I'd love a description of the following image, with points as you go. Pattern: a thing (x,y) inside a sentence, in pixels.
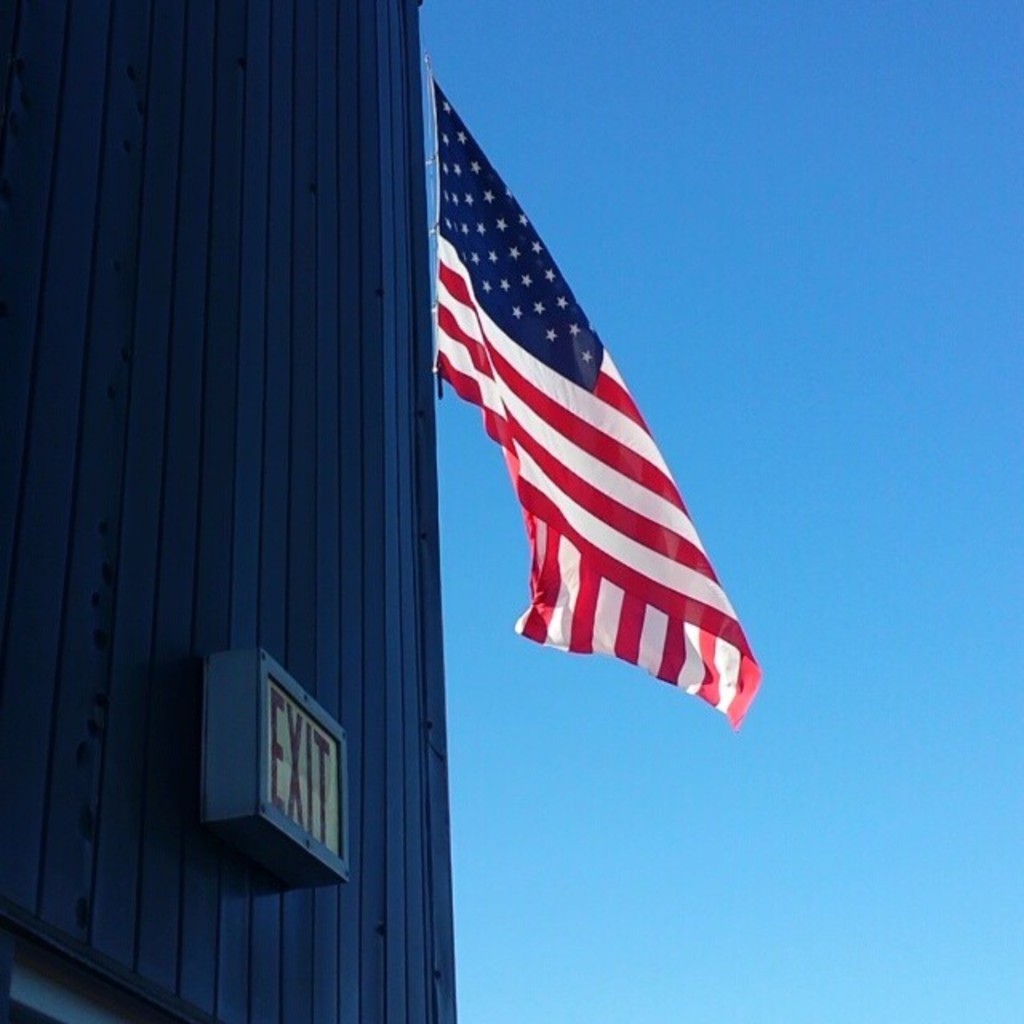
In this image there is a building (369,945) with the board exit (330,792). There is a flag (451,354). There is a sky (490,530).
